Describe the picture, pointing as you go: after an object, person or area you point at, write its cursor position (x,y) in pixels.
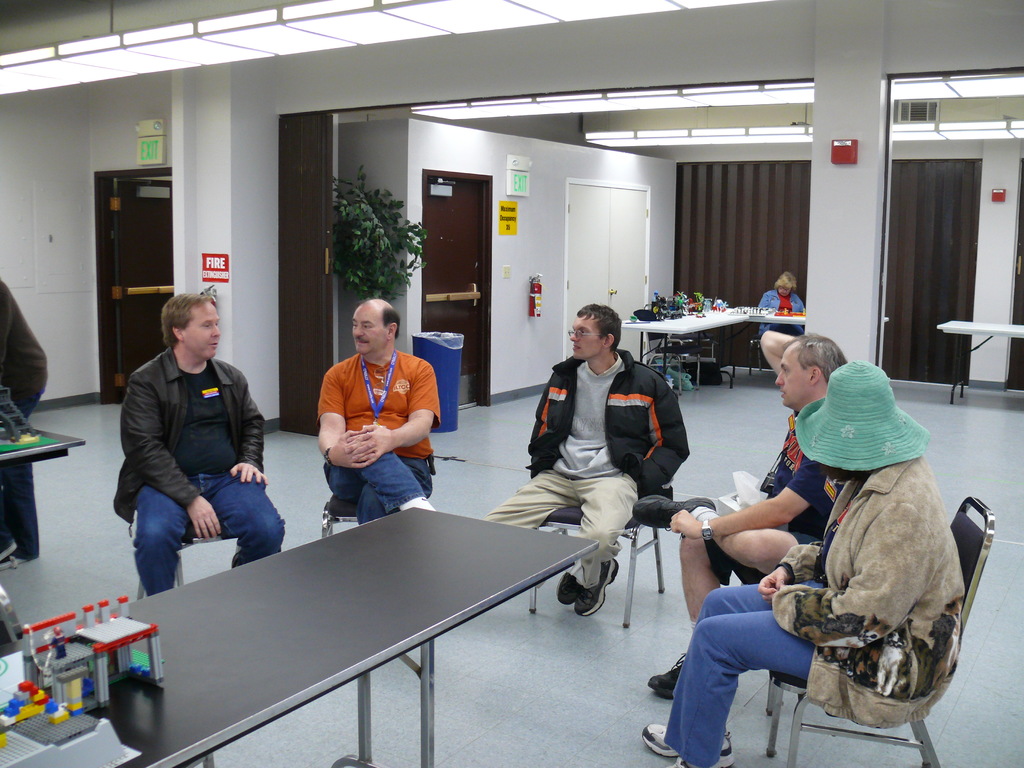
This image is clicked in a room (608,723). There are five persons (741,618) in this image sitting in the chairs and talking. In the front (288,667), there is a table (295,597) in black color. On which there is a miniature set up toy (94,680). To the left (223,470), the man (211,405) is wearing black jacket (238,399). Behind him, there is a plant (341,258) and pillar (179,232) along with door (133,226). To the right (694,219), there are pillars (824,265) and walls (548,176).
